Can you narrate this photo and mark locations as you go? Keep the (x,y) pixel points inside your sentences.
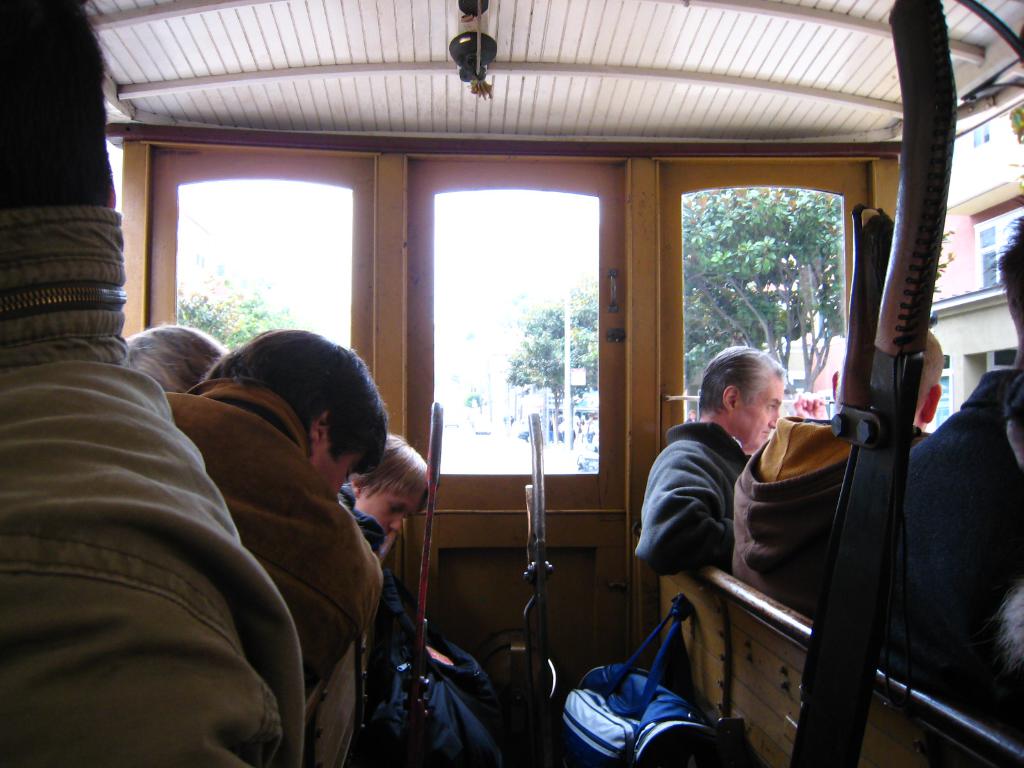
In this picture there are some group of people (295,378) sitting on the wooden bench (317,712). Behind there is a travel bag (647,704). Above we can see roof ceiling (553,91).
